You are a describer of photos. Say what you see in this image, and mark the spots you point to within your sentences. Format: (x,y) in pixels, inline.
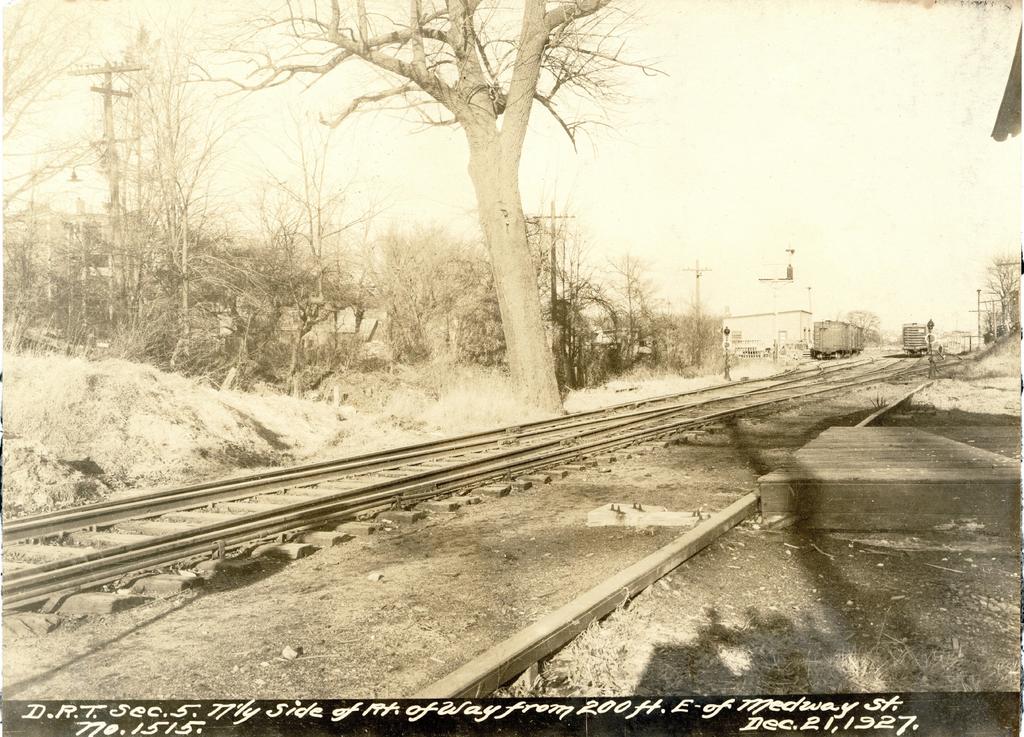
In this picture i think it is a black and white picture where we can see railway track (647,423) and aside to this railway track (639,415) there are trees (860,318), buildings (767,319) and on far we can see train (919,337) is coming and here it is a sky (755,127).
